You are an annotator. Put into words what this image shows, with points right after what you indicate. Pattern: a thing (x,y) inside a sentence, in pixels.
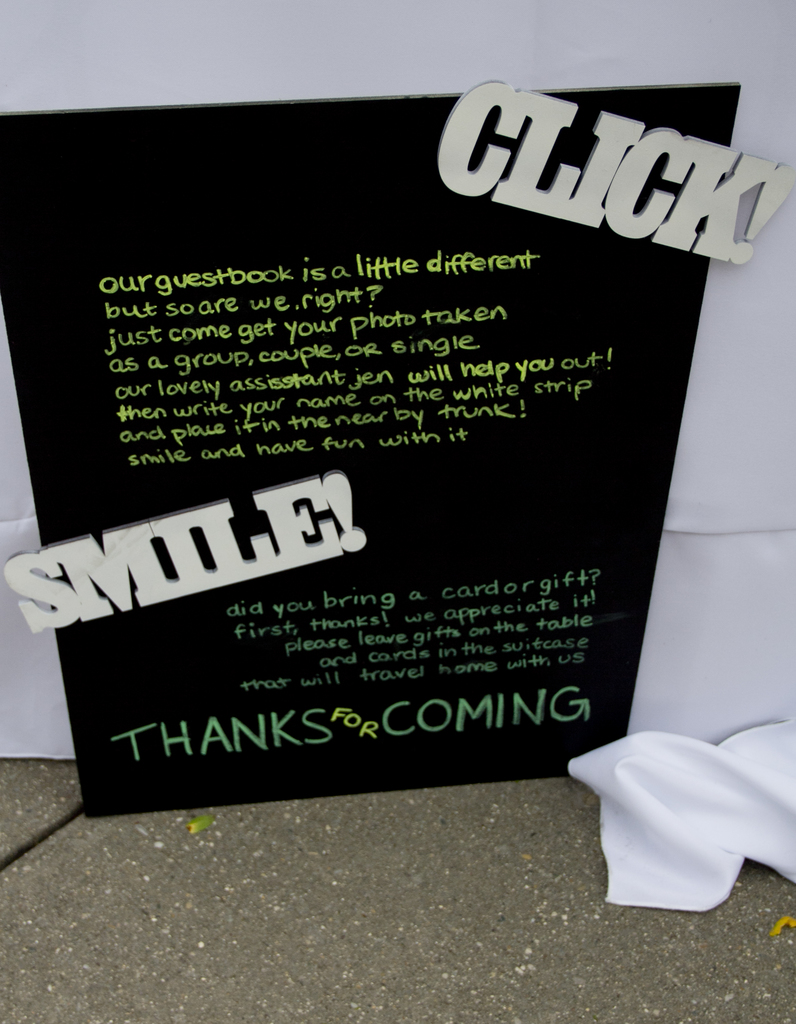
In the center of the image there is a black color board (612,382) with some text (583,183) on it. In the background of the image (250,77) there is white color cloth (621,29). At the bottom of the image (475,962) there is floor (273,986).
